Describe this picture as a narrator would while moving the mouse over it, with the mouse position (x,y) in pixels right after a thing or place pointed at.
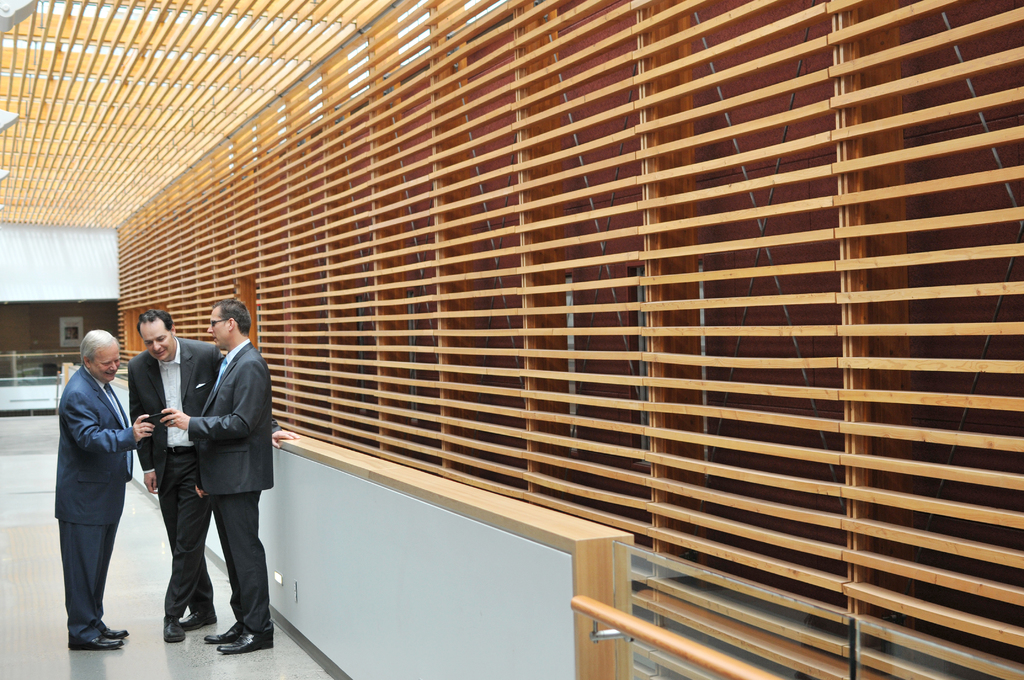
On the left (234,432) we can see three persons (182,479) and floor (48,637). In the foreground of the picture (586,171) we can see some wooden objects (446,225) looking like window (440,225). At the top (138,73) it is ceiling (64,219). In the background (72,275) towards left (73,279) we can see wall (47,327), railing (30,359), frame (76,342).
